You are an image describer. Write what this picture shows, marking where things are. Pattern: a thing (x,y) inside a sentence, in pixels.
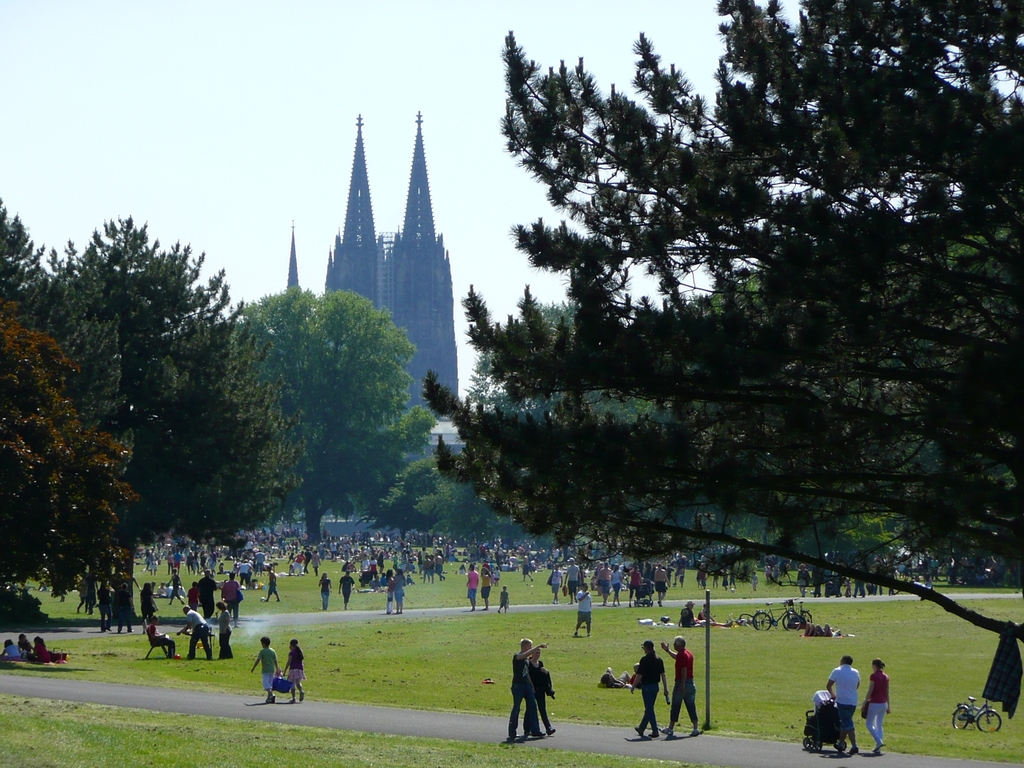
In this picture there is a building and there are trees (581,435) and there are group of people (540,674) walking and there are group of people (35,658) sitting. On the right side of the image (757,609) there are bicycles (956,722) and there are objects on the grass (722,649). At the top (99,102) there is sky (150,166). At the bottom (331,736) there is a road (998,765) and there is grass (946,653).
